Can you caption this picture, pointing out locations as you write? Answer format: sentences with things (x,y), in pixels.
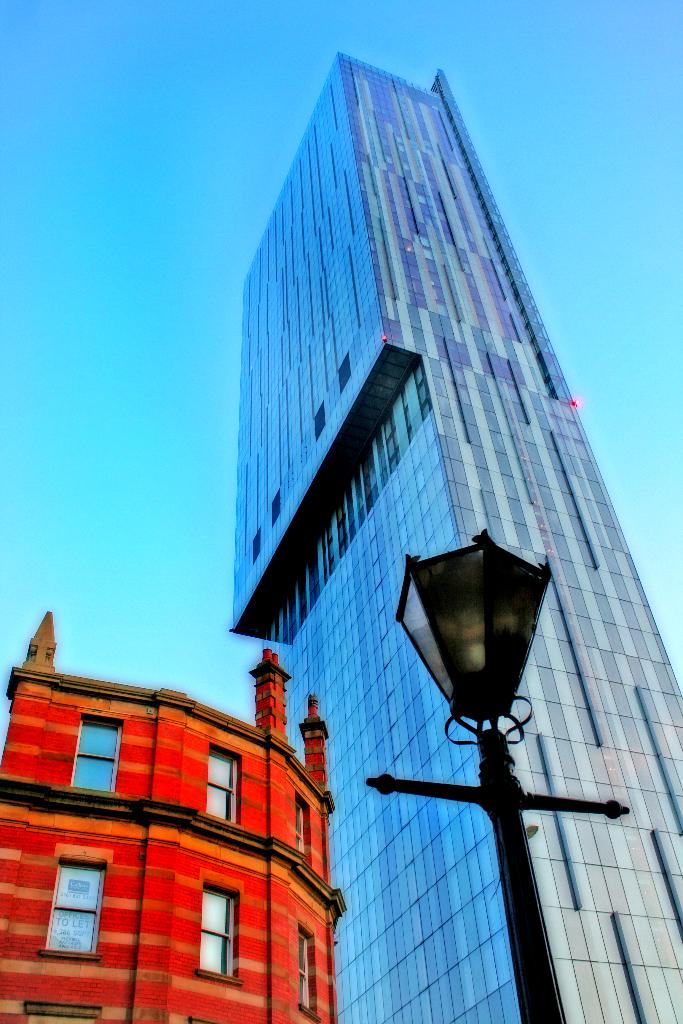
In this image we can see two buildings (245,805). In the foreground (489,716) we can see a light (507,608) on a pole (527,931). In the background (578,378), we can see the sky (105,344).
